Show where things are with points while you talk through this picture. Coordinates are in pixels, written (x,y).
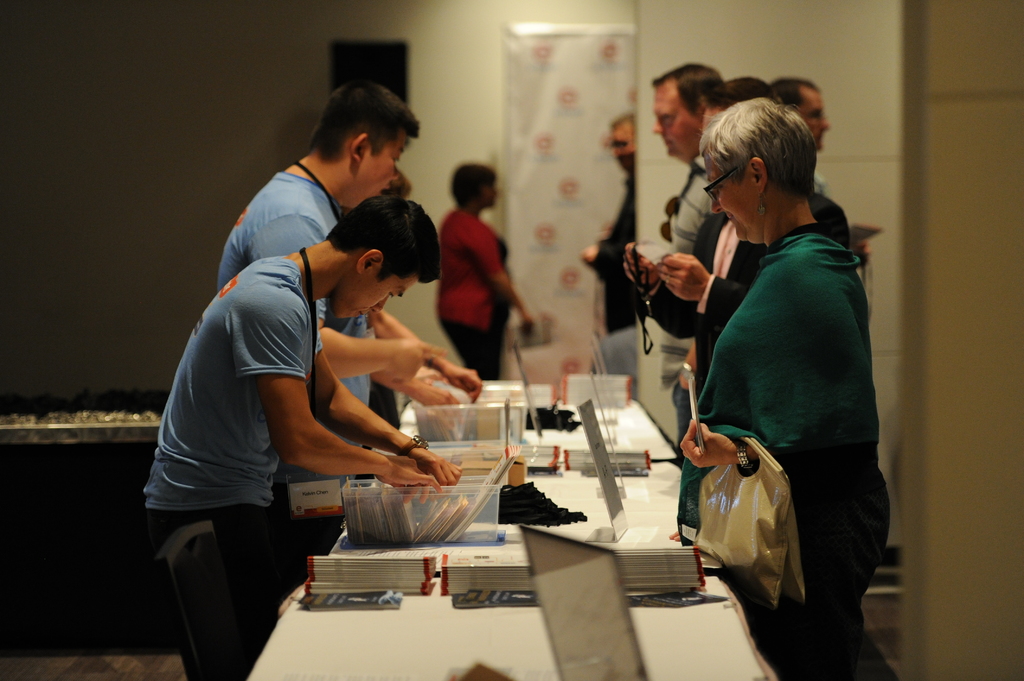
There is a group of people (447,286). They are standing. On the left side of the persons (220,367) are wearing a id card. On the right side of the persons (712,313) are holding a bag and card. There is a table (594,503). There is a box (514,475), papers (505,466), name board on a table (585,481). We can see in background (185,290) wall (249,193) and poster (528,107).
